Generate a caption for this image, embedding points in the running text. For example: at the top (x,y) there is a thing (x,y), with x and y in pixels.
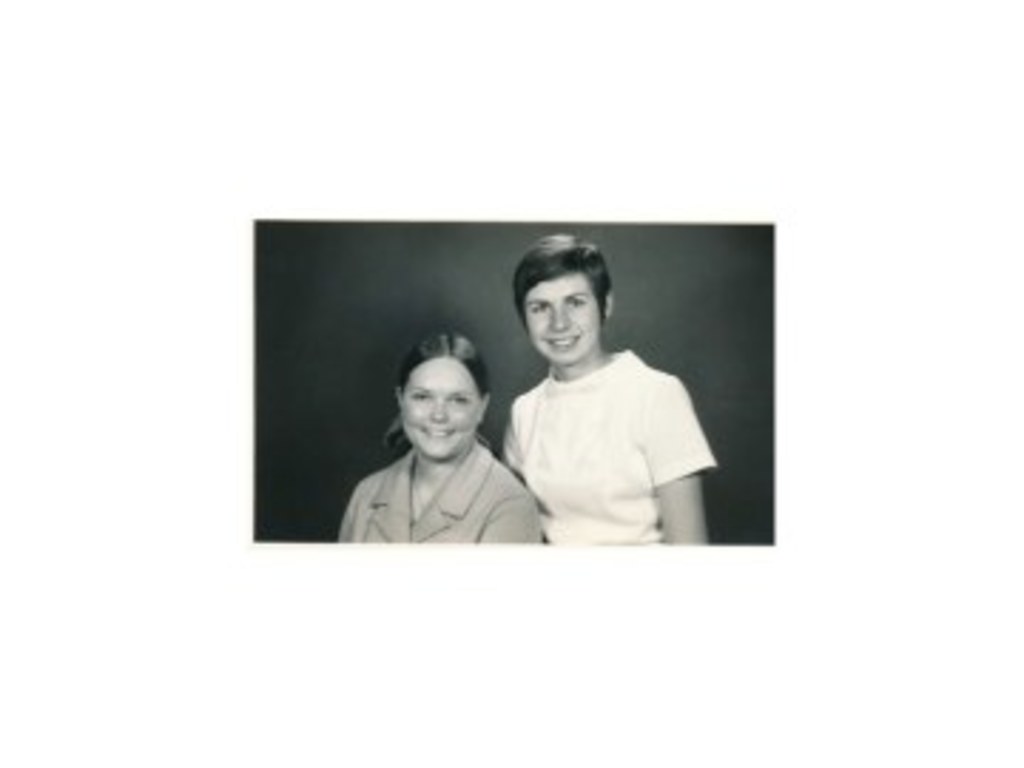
This is a black and white picture of two ladies (538,428). Both are smiling.
